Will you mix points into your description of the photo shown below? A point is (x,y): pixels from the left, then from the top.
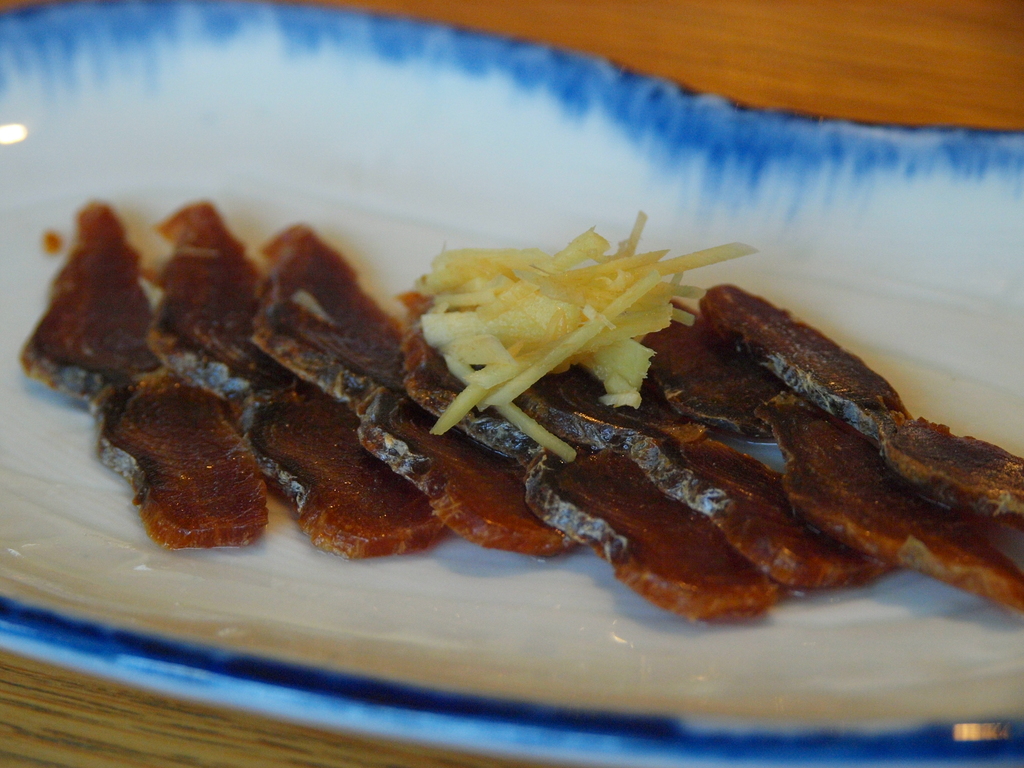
In the foreground of this picture (585,386), there is some food (665,477) and ginger (577,340) on a plate (820,239) which is placed on a table (815,48).
